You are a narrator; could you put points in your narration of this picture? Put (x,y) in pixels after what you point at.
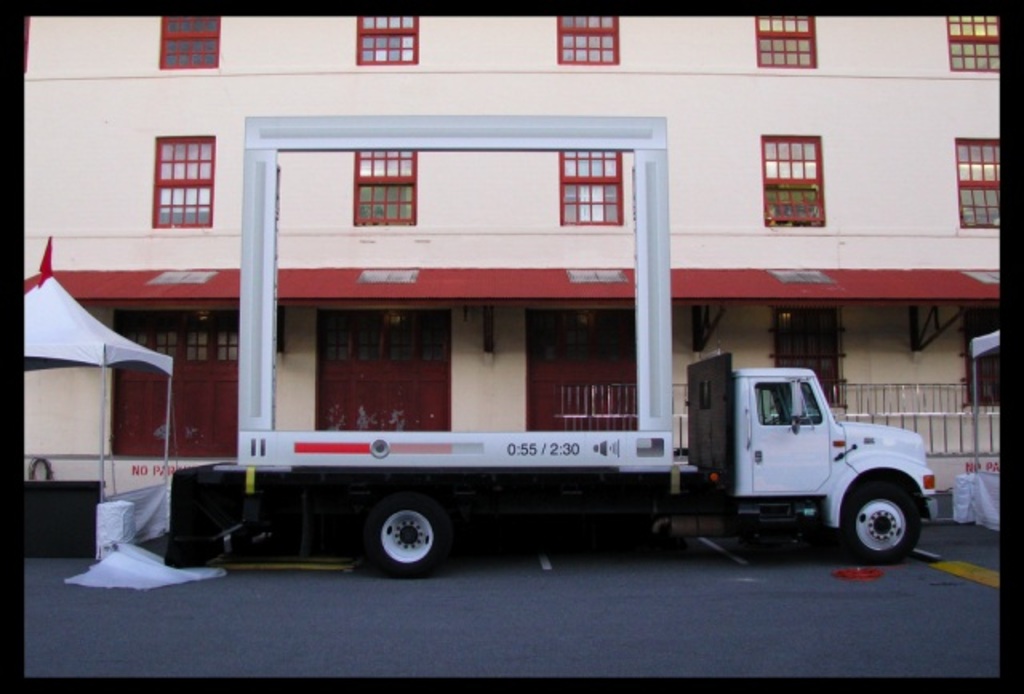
In this picture there is a truck (461,482) which is parked near to the arc (344,458). In the back (985,232) I can see the building (517,265). In the center (625,362) I can see many doors (615,389) and windows (816,314) on the building (949,304). In the bottom left (116,480) there is a tent (50,288).
